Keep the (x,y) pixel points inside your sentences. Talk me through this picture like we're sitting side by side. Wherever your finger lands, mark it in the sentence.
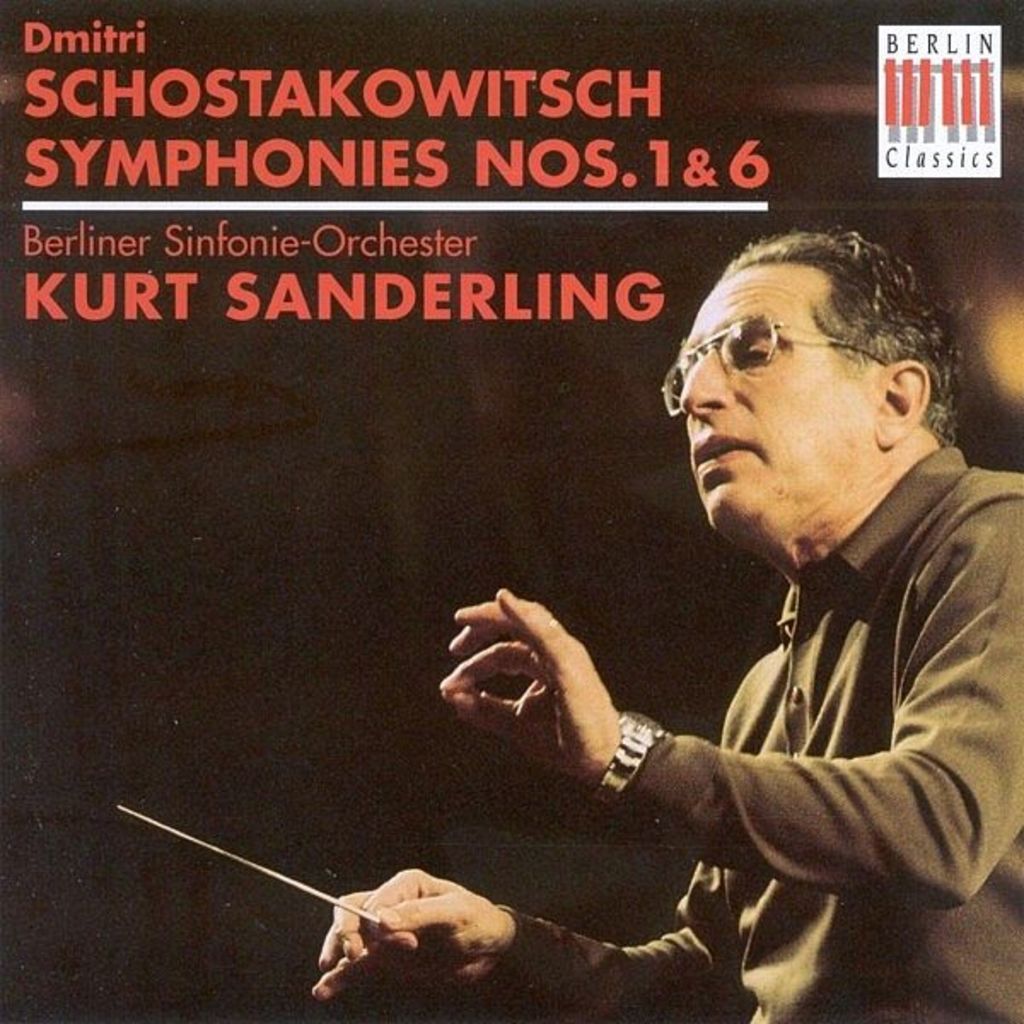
Poster (1010,567) of a person (977,897). This person (757,845) is holding a stick (220,852) and wore spectacles (735,349). Something written on this poster (449,324).
